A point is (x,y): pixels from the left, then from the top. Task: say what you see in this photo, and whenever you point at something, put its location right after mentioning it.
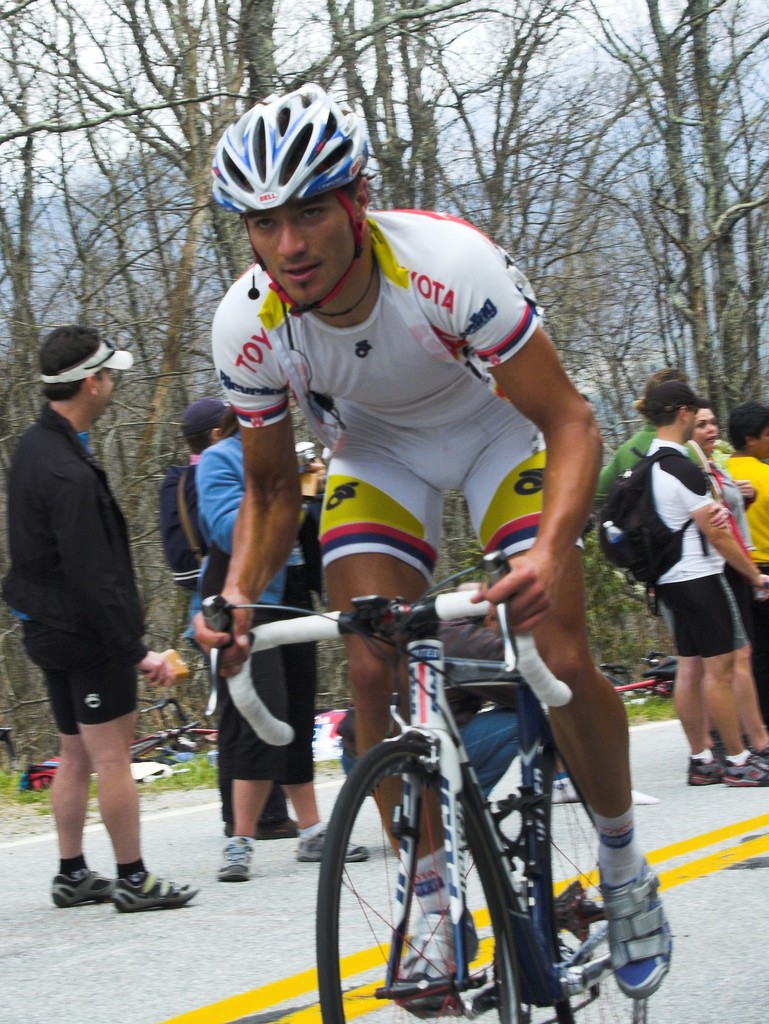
In the image we can see there is a person (399,461) who is sitting on bicycle (542,945) and behind there are other people (111,508) who are standing and on the other side there are trees (79,91) and the man (279,143) is wearing helmet (308,173).
